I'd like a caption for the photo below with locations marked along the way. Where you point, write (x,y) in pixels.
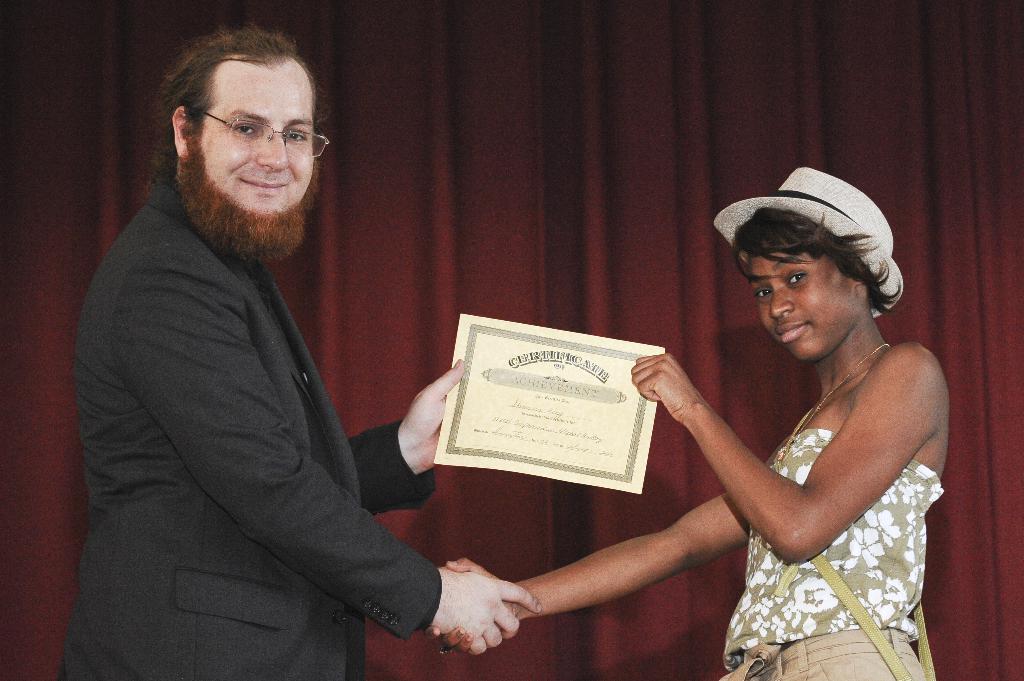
There is a man (166,400) and a woman (696,393) in the foreground area (480,346) holding a certificate (521,372) in their hands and a red color curtain (480,270) in the background area (448,326).
